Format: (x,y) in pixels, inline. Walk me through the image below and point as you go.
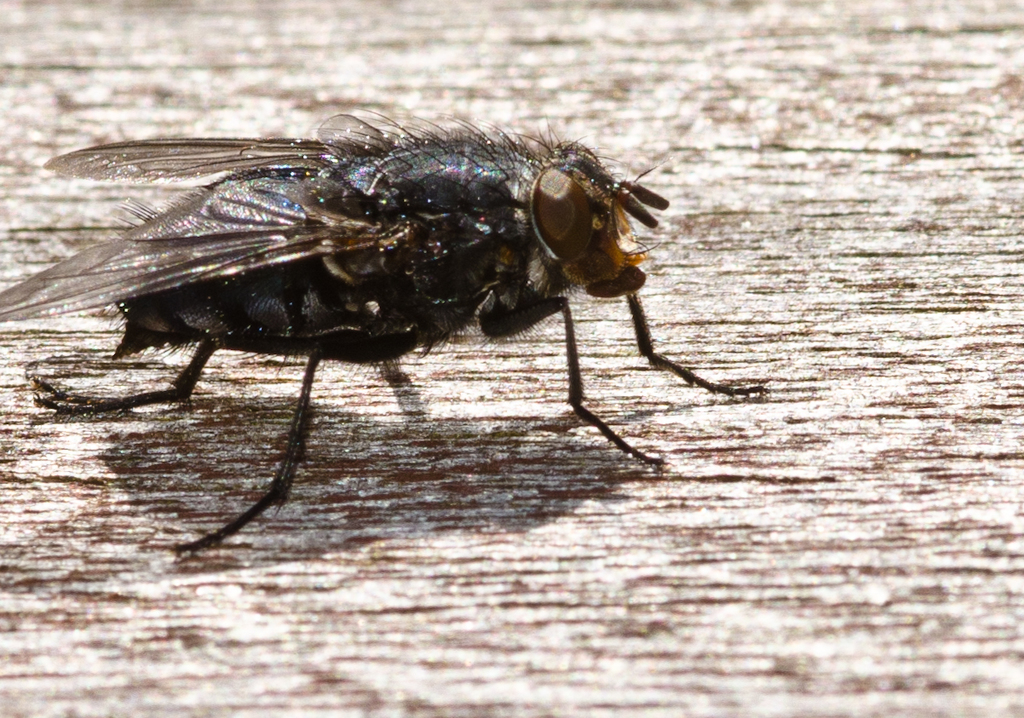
In this image we can see an insect (517,256) sitting on the wooden surface (550,601).
